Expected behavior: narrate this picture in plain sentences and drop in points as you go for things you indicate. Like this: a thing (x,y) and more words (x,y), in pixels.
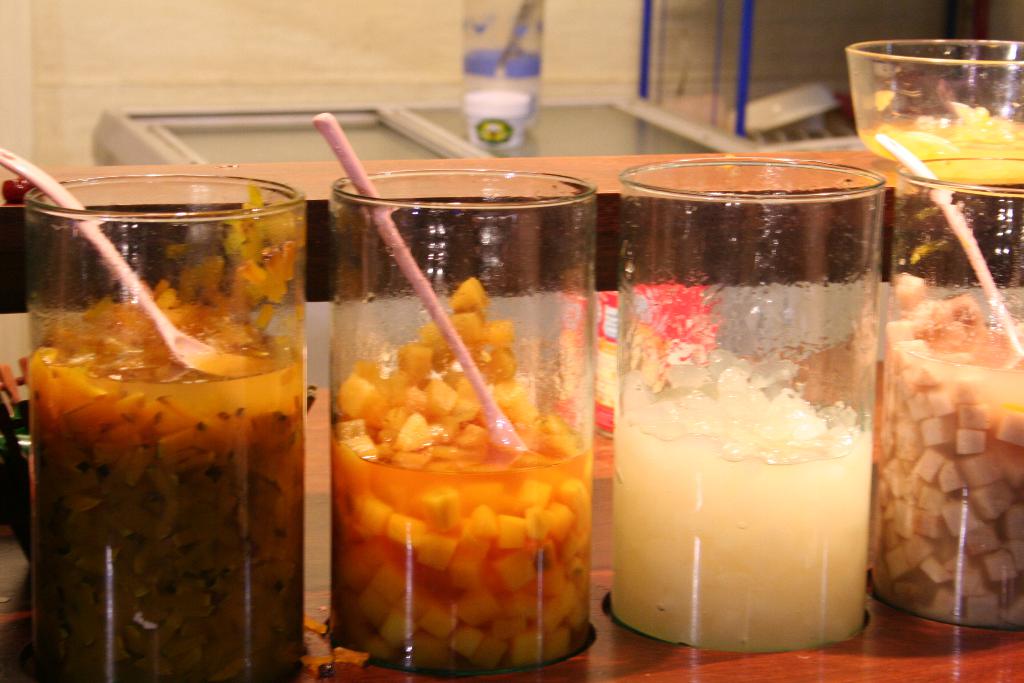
In this image there are tables (1008,632) on that tables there are glasses (767,180), in that glasses (695,376) there is food item (718,372) and spoons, in the background (557,128) there is fridge (119,132) on that fridge (632,120) there is a bottle (506,64).
